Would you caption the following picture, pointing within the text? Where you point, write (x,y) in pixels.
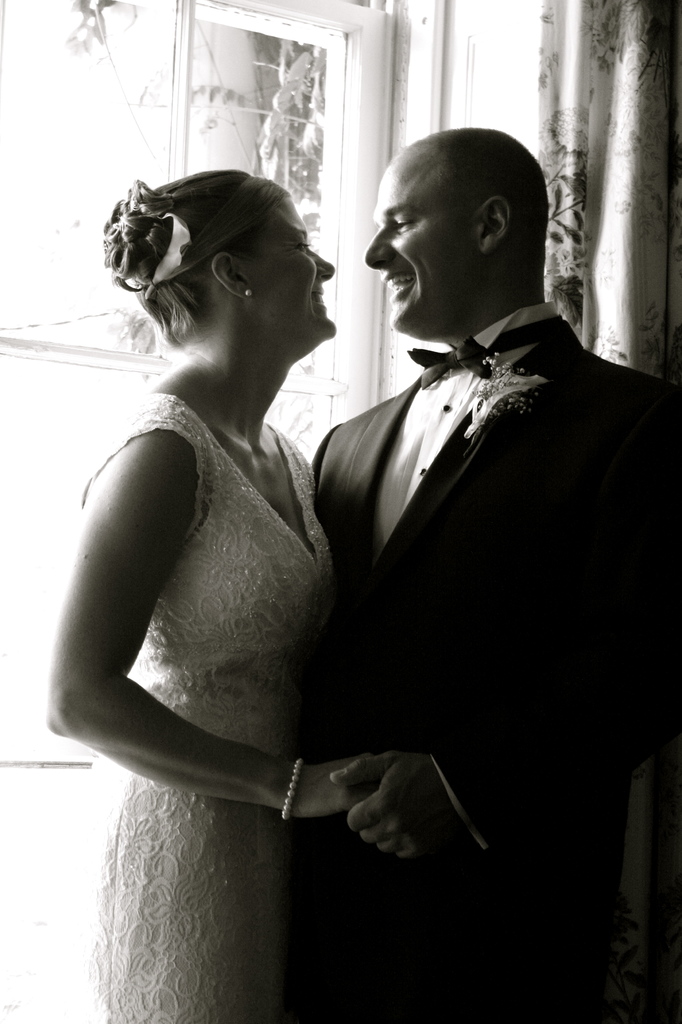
In the image there is a couple (364,558) and they are hugging each other and they are laughing. Behind the couple (215,497) there is a window (77,18) and beside the window (523,121) there is a curtain (601,176).
